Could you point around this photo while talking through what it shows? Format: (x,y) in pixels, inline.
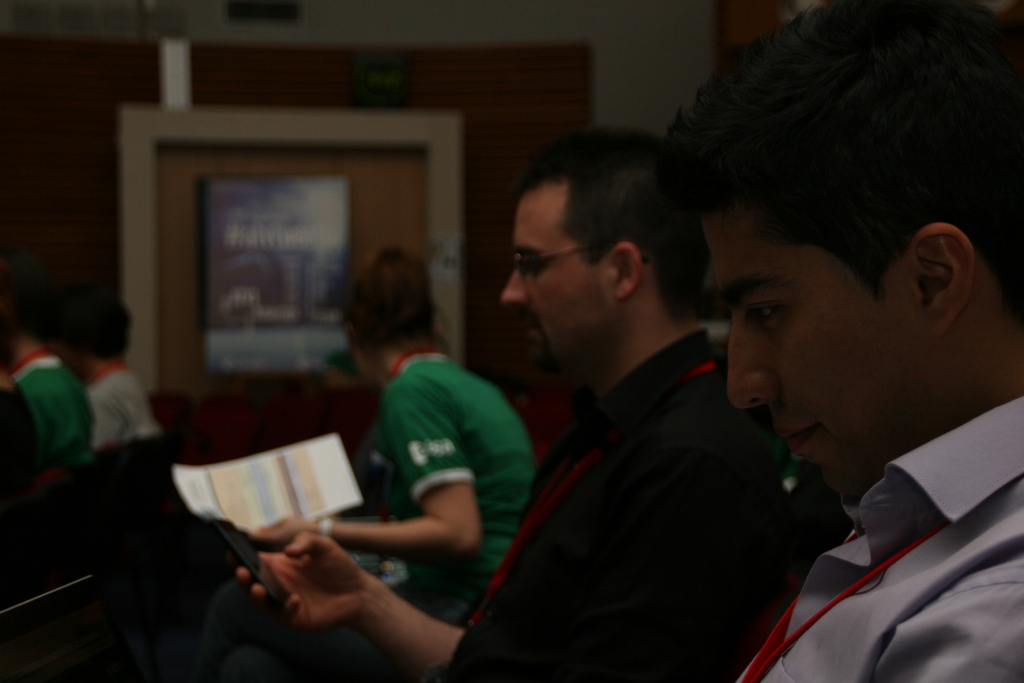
There are few people (387,539) sitting. This man (503,593) is holding a mobile phone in his hand (306,566). I can see a woman (427,454) holding a paper (295,499). In the background (286,185), that looks like a frame (271,236), which is attached to the wall (364,158).
